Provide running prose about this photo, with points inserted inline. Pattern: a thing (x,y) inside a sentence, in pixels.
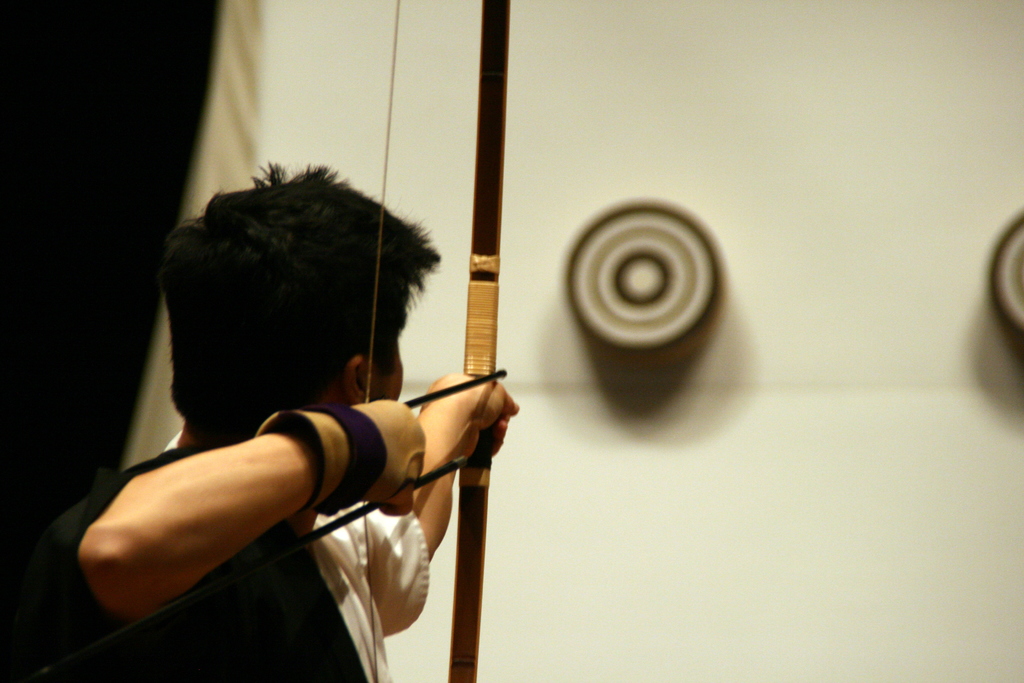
In this image I can see a person (349,608) wearing white and black colored dress (295,603) is holding an arrow (502,375) and a bow (490,364) in his hand (482,402). In the background (795,547) I can see the cream colored wall (803,138) and two objects (612,299) attached to the wall (960,240).
